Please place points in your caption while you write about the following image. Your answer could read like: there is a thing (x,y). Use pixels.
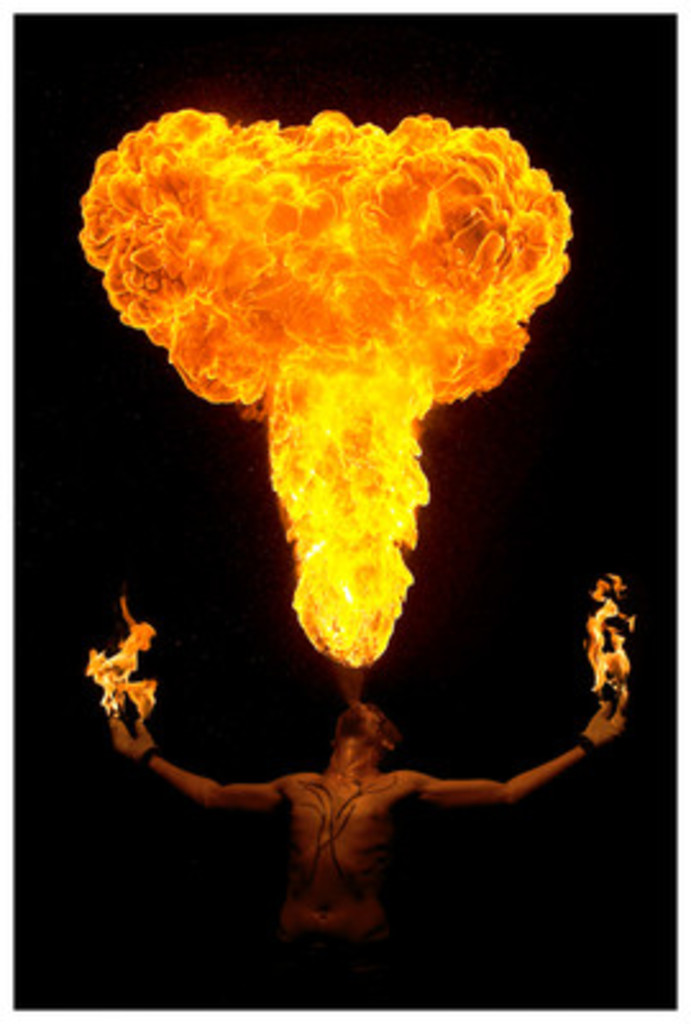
In this picture we can see a person (327,818) standing, fire (348,222) and in the background (478,485) it is dark.
